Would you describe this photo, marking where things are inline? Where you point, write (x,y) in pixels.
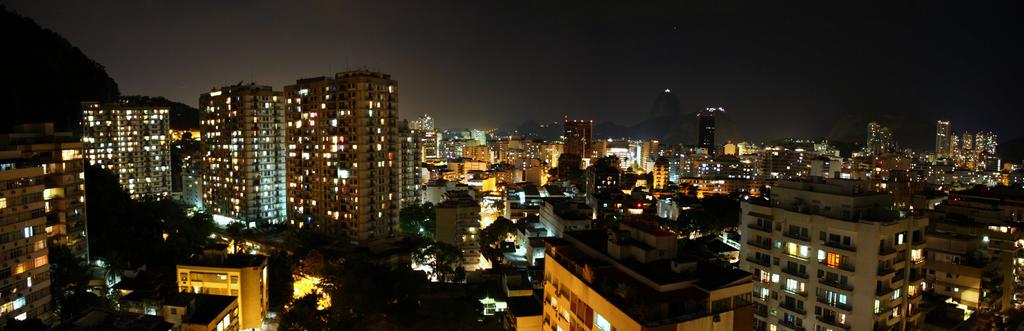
There are buildings (485,150) having windows (416,175) and lights (25,234) and there are trees (340,323) on the ground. And the background (944,38) is dark in color.
